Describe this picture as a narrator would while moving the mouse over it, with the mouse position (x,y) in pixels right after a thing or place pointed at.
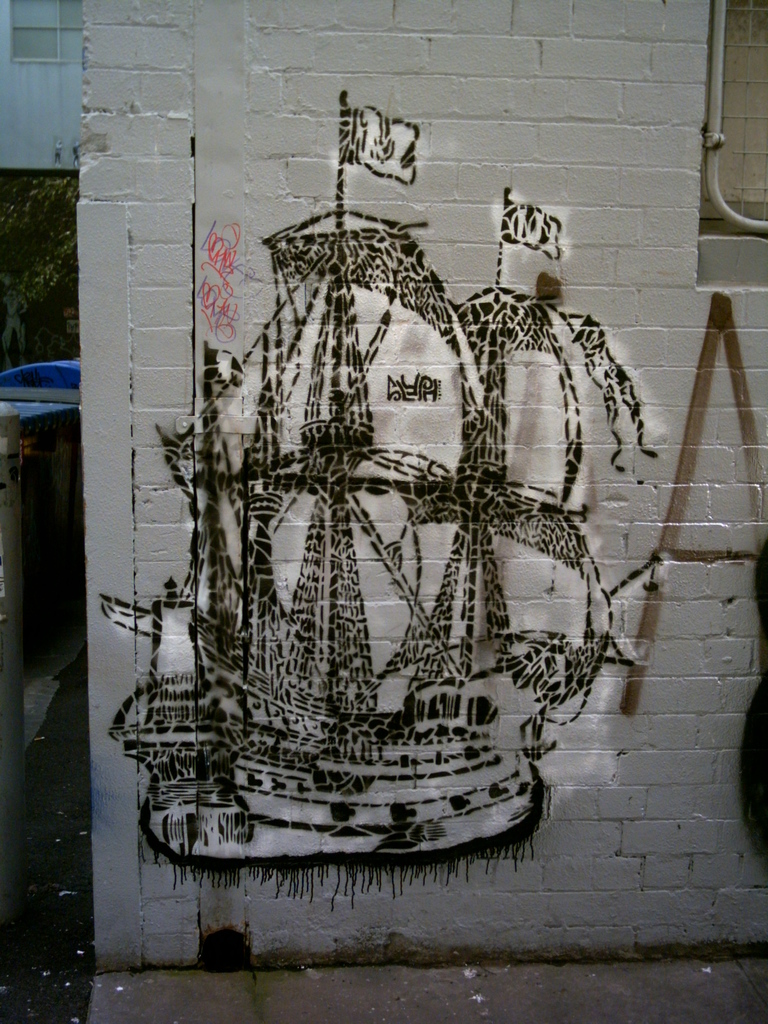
In this image I can see a white colour wall (553,177) in the front (612,261) and on it I can see drawing (642,451) of a ship (180,730). On the left side of this image (18,385) I can see a blue colour thing (35,377).
